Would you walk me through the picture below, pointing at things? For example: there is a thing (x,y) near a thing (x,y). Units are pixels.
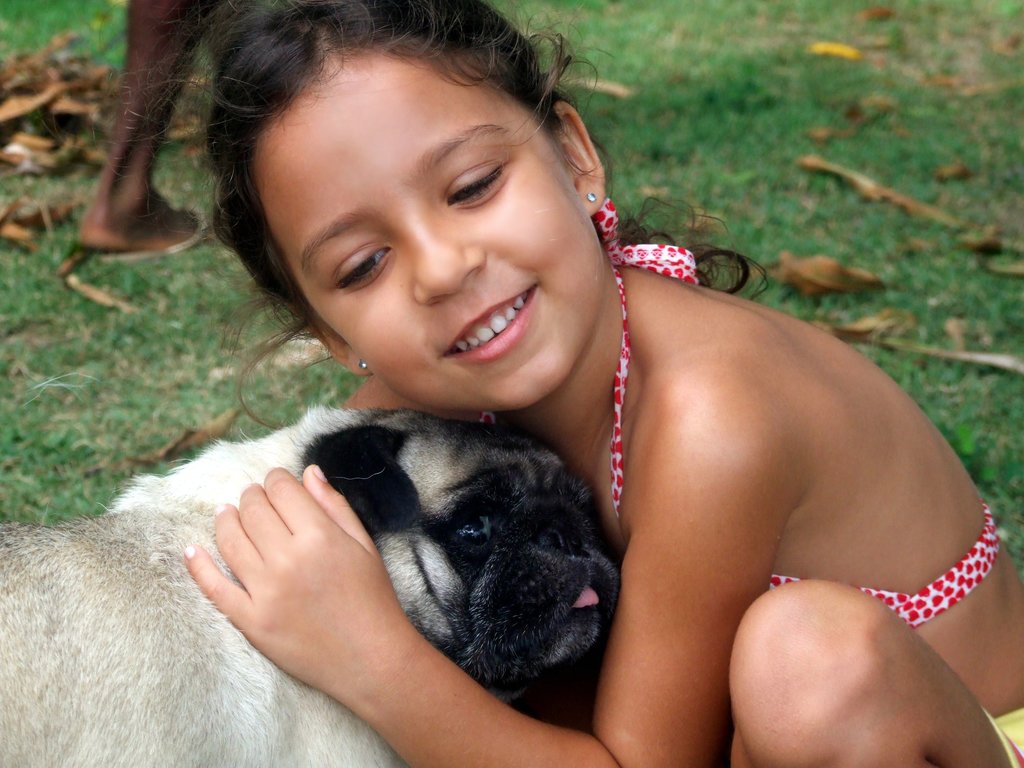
In this image I can see a girl (385,684) and a dog (219,764) in the front (99,725). There is grass (7,242), there are dry leaves (16,228) on it and there are legs (138,219) of a person (128,227), at the back (150,225).
